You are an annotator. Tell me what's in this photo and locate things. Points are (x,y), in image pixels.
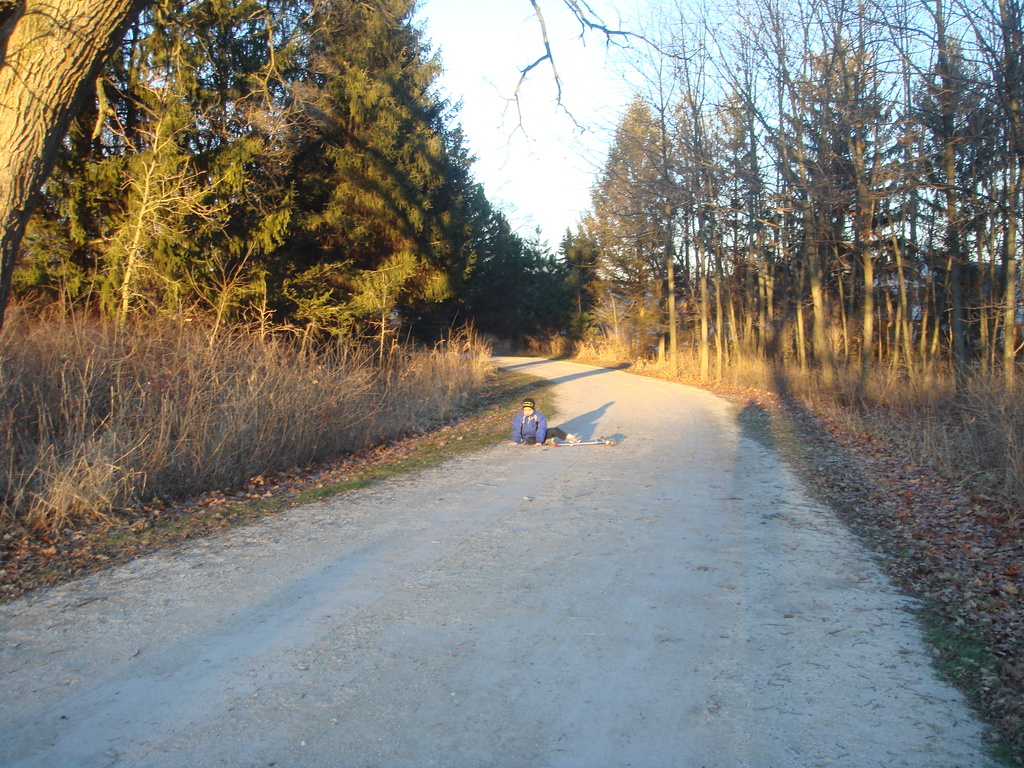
In this image, we can see a way (668,486) and there is a person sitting on the way (536,454), we can see the grass (1019,484) and there are some trees (354,145), at the top (485,60) there is a sky (514,152).
